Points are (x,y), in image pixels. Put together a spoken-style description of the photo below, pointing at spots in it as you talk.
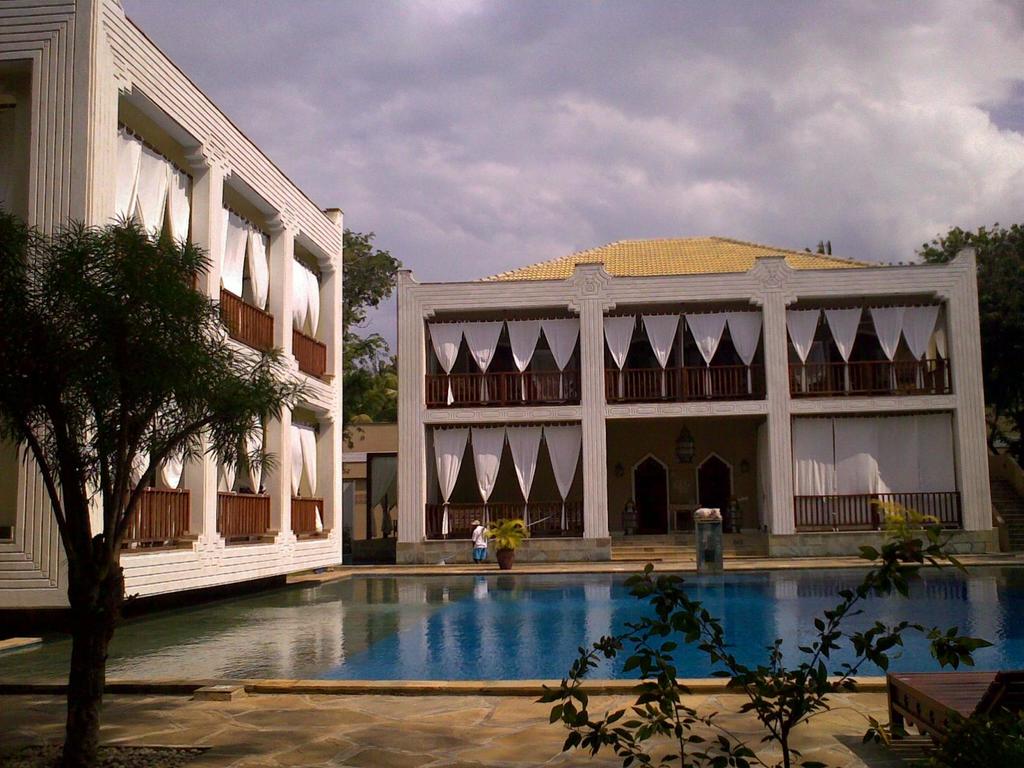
In this picture I can see a swimming pool (605,576) in the middle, in the background (336,530) there are buildings (503,482), trees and a person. In the bottom right hand side (934,704) there is a pool chair (922,691).
